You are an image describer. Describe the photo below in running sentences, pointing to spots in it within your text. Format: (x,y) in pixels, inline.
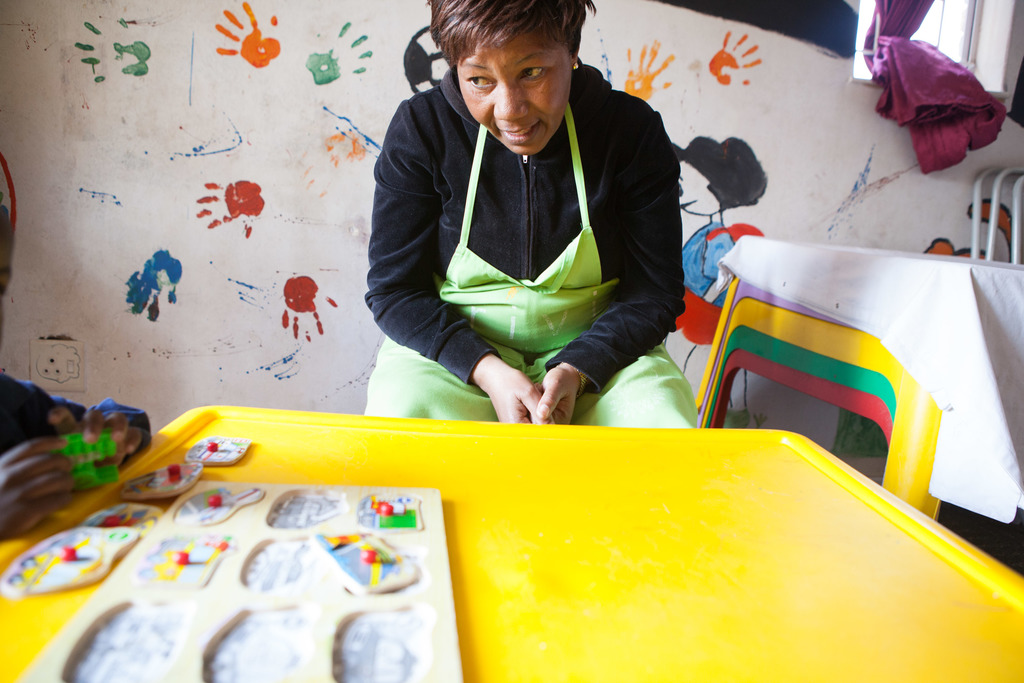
In this picture I can see a woman (540,217) sitting in front of the table (462,559) on which some objects (229,614) are placed, behind I can see painted wall (241,216) and some tables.
